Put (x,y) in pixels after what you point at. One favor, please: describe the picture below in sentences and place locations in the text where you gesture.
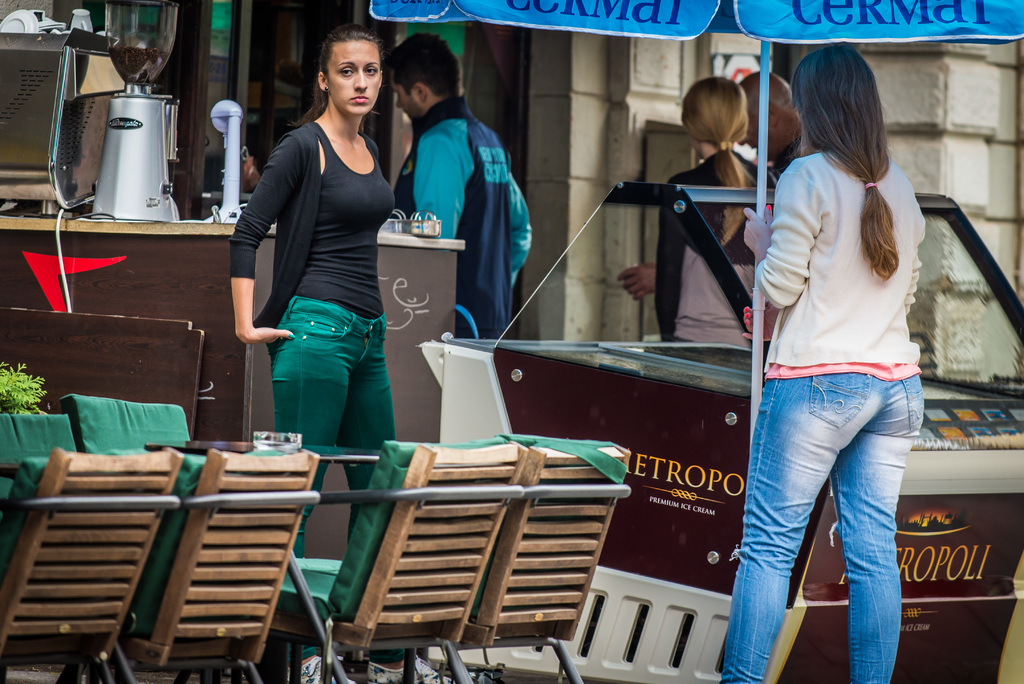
In this image, there are some chairs (435,507) which are in brown color, in the right side (768,580) there is a woman (768,569) standing and she is holding a white color object (756,339), in the background (490,210) there are some people (502,207) walking.
